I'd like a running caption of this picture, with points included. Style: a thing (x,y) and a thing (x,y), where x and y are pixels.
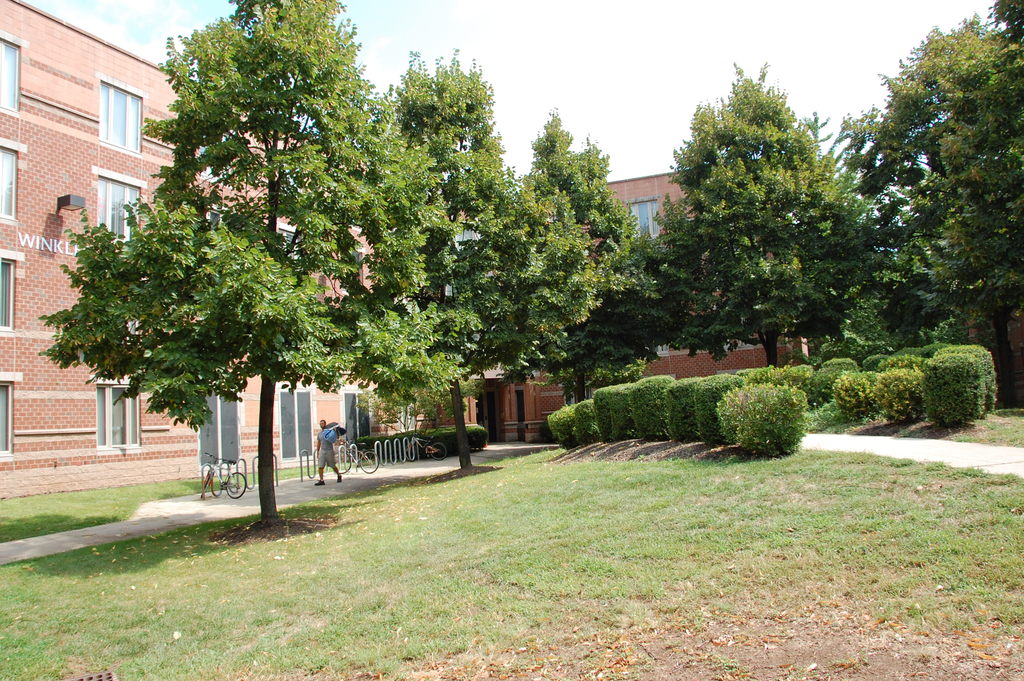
In this image there is a building (311,387), in front of the building (361,418) there are trees (434,325), beneath the trees (376,367) there is a person (323,453) holding something and walking on the path (306,484) and there is a bicycle (219,479). On the right side of the image (740,428) there are few plants (759,424) and grass (464,594) on the surface (442,595). In the background (569,56) there is a sky (602,56).
